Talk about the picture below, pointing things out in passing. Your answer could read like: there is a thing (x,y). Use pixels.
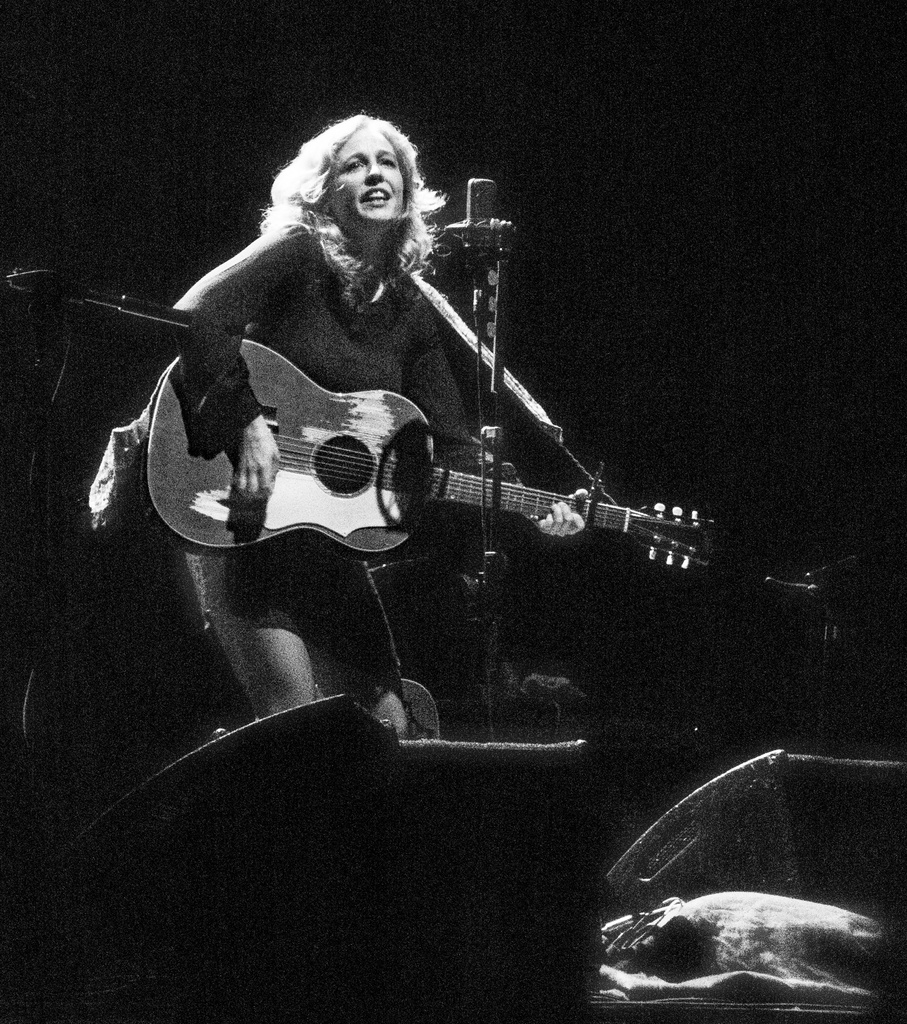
In this image I see a woman (310,351) who is standing and she is holding a guitar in her hands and there is a mic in front of her.
